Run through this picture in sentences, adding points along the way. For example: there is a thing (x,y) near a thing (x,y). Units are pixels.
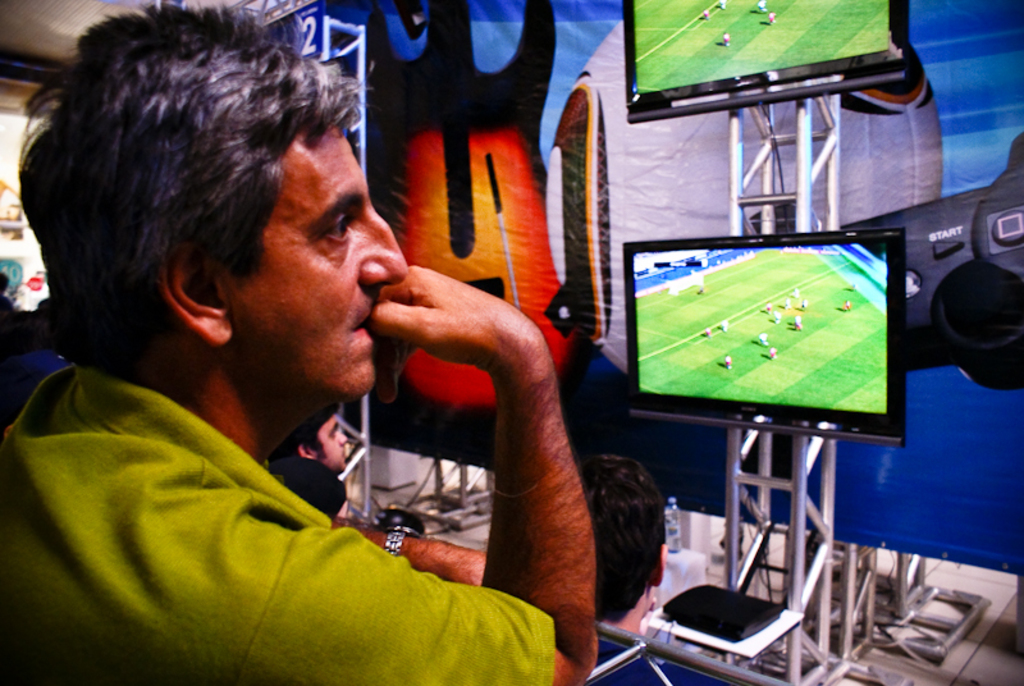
On the left side of the image (157,383) we can see person (195,374) standing. On the right side (698,87) we can see persons (599,479), screens (678,421), water bottle (674,520) and poster (604,218).
